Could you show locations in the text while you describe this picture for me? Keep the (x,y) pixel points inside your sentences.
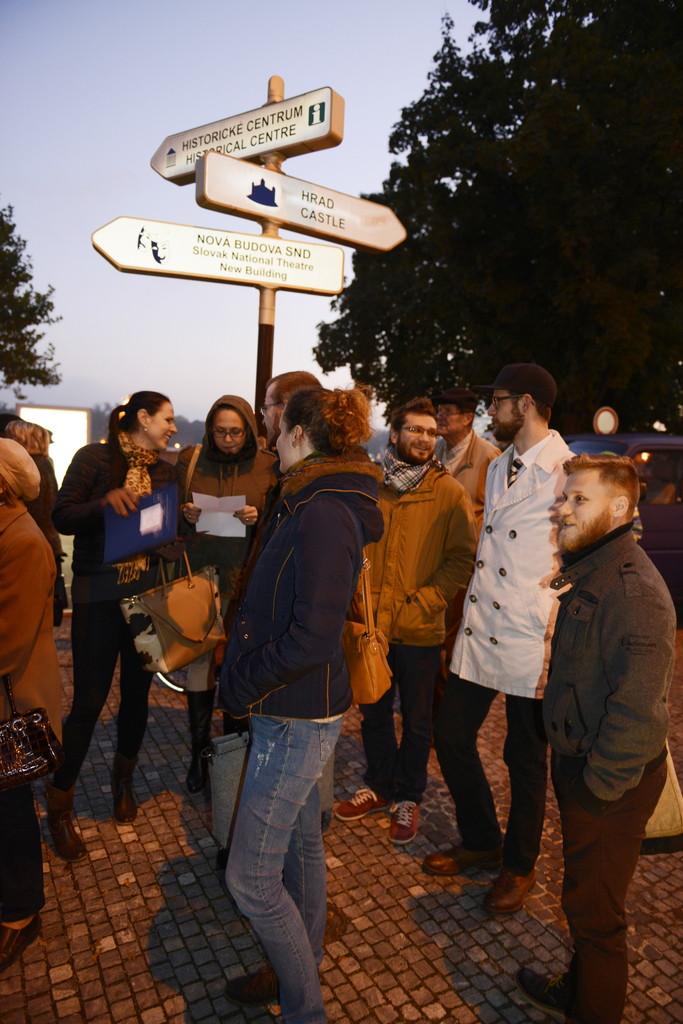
In the center of the image (327,585) we can see a group of people (297,585) are standing and some of them are wearing jackets (347,551) and carrying bags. In the background of the image (624,245) we can see the trees (632,250), boards (292,248), pole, lights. At the bottom of the image (356,950) we can see the floor (356,961). At the top of the image (111,106) we can see the sky (159,93).
